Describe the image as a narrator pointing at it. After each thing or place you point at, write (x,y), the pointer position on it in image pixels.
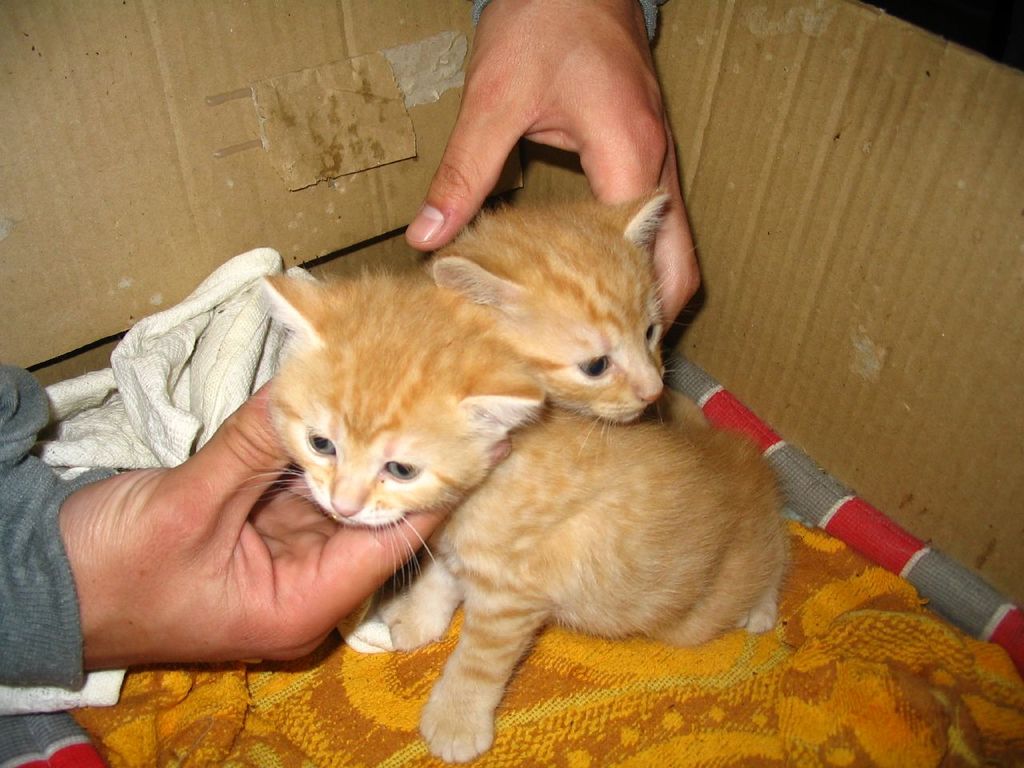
In this image we can see two cats (529,353) which are in brown color are in a cardboard box (989,223) in which there is some cloth (684,652) and we can see some persons hand (557,113).
